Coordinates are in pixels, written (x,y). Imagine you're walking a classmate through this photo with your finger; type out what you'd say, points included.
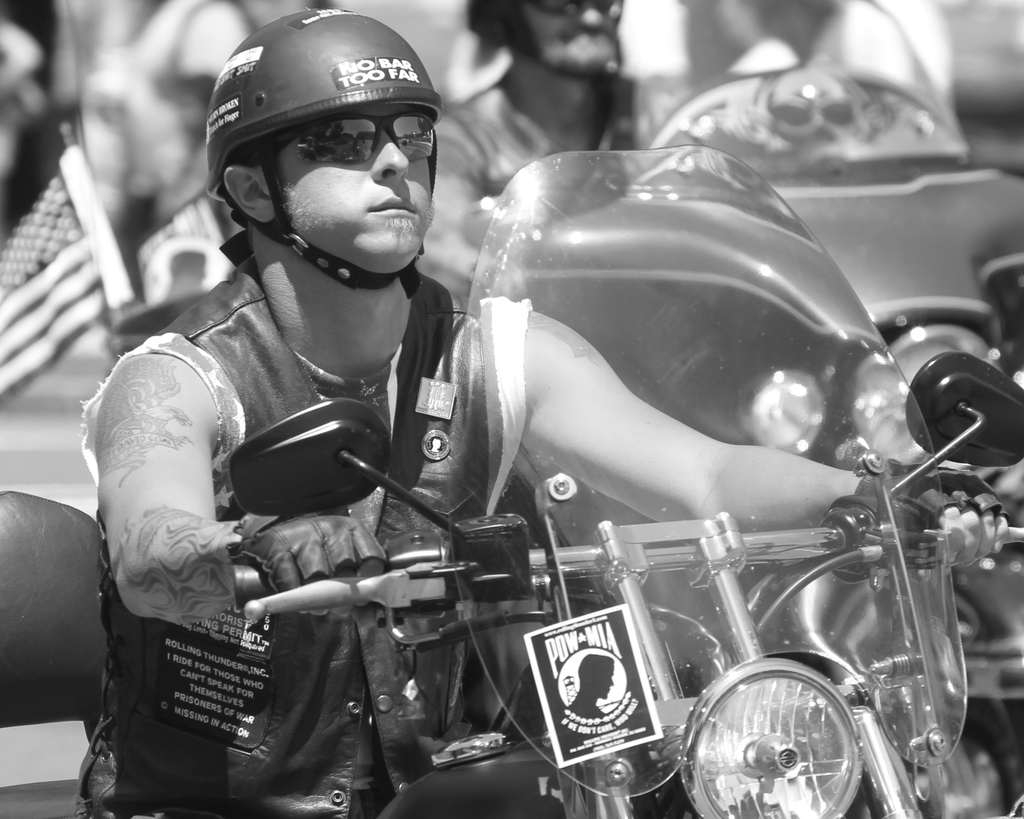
In the middle of the image (449,498) few persons (425,528) are riding motorcycles (803,118).
